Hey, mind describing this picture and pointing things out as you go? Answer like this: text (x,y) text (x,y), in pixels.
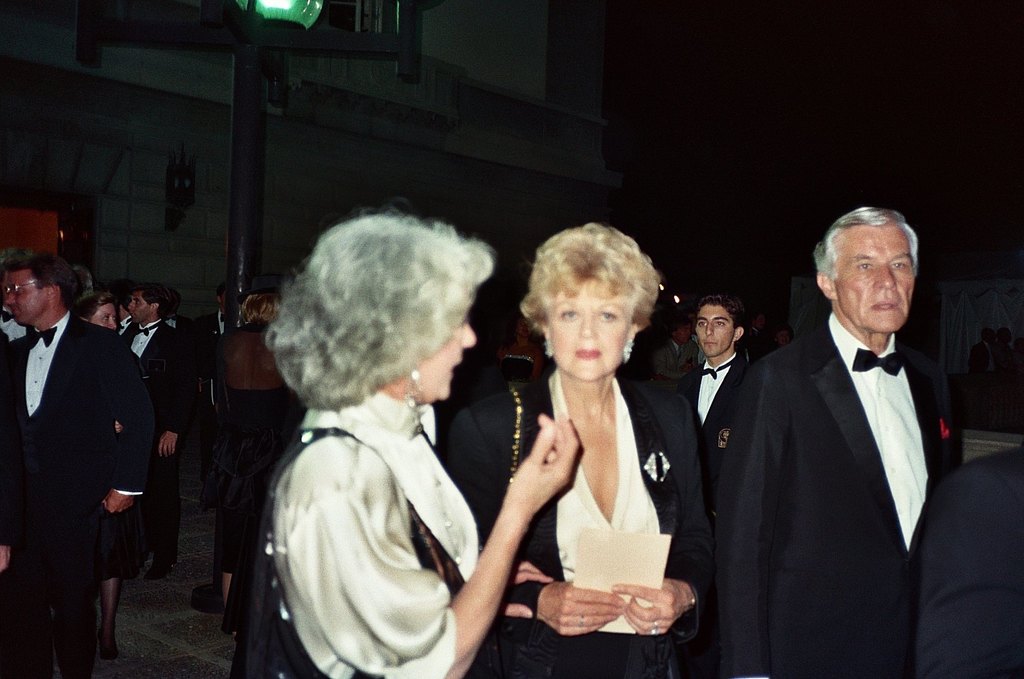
In this picture we can see some group of people (429,256) are standing in one place, behind we can see the building (415,158).
